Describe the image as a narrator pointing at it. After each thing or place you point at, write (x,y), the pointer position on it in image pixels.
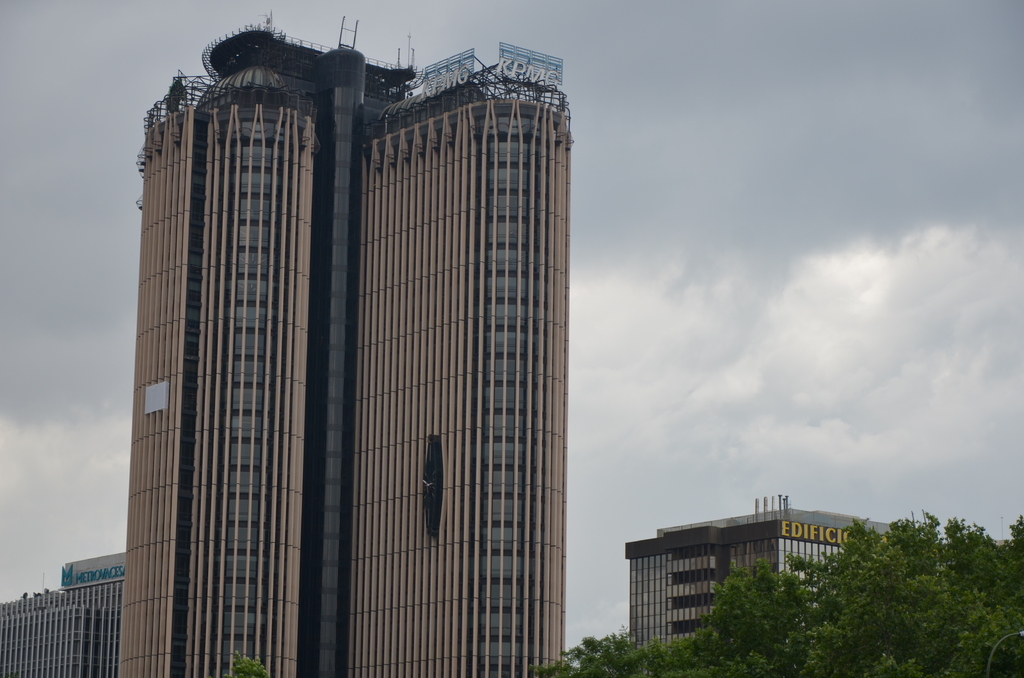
In this picture we can see tall buildings (746,542) with many floors (563,372) surrounded by trees (947,581) and here the sky (1000,438) is cloudy.
